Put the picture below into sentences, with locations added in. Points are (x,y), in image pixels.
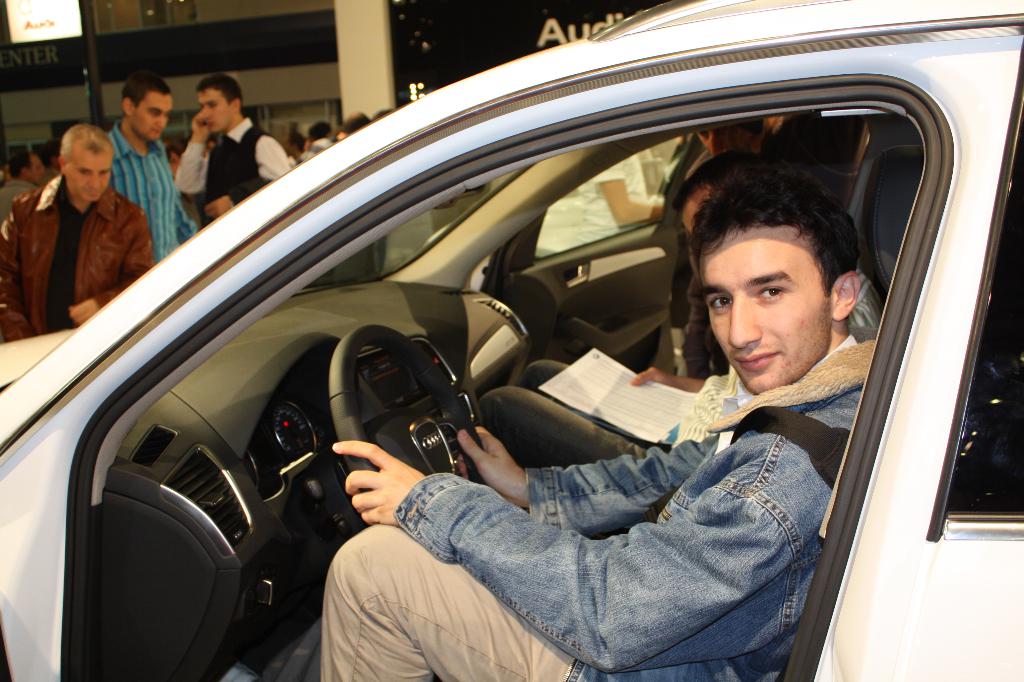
In this image there are group of person (169,189) standing and sitting. In the front (660,538) the man (635,560) is sitting in a car (300,539) is keeping his hand (403,476) on the steering (392,432), the man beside him is holding papers (616,394) who is sitting in the car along with him. In the background (169,173) outside the car (406,409) there are three persons (147,201) standing and there is a wall (386,58) and a blackboard (505,38).
